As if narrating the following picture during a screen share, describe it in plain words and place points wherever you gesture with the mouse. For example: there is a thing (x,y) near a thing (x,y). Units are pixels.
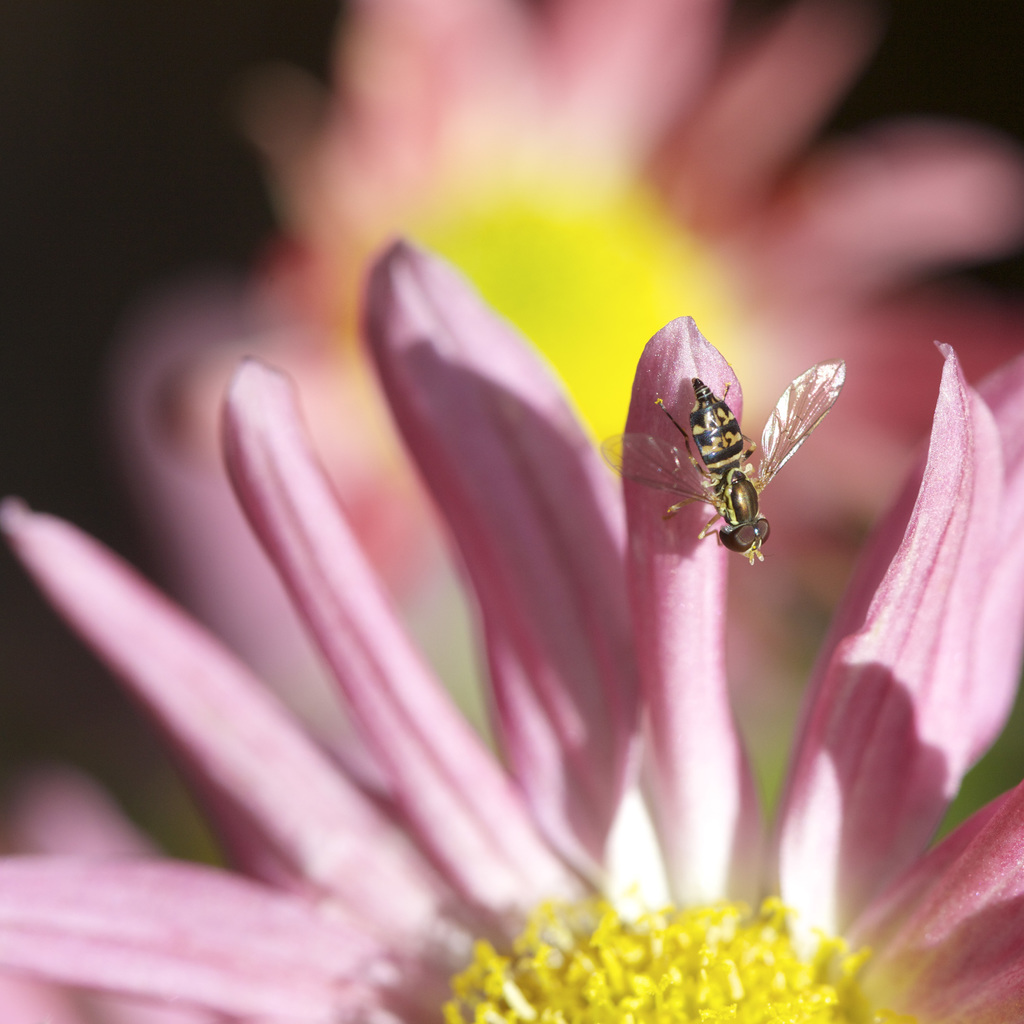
In this image I can see an insect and flowers (655,555).
